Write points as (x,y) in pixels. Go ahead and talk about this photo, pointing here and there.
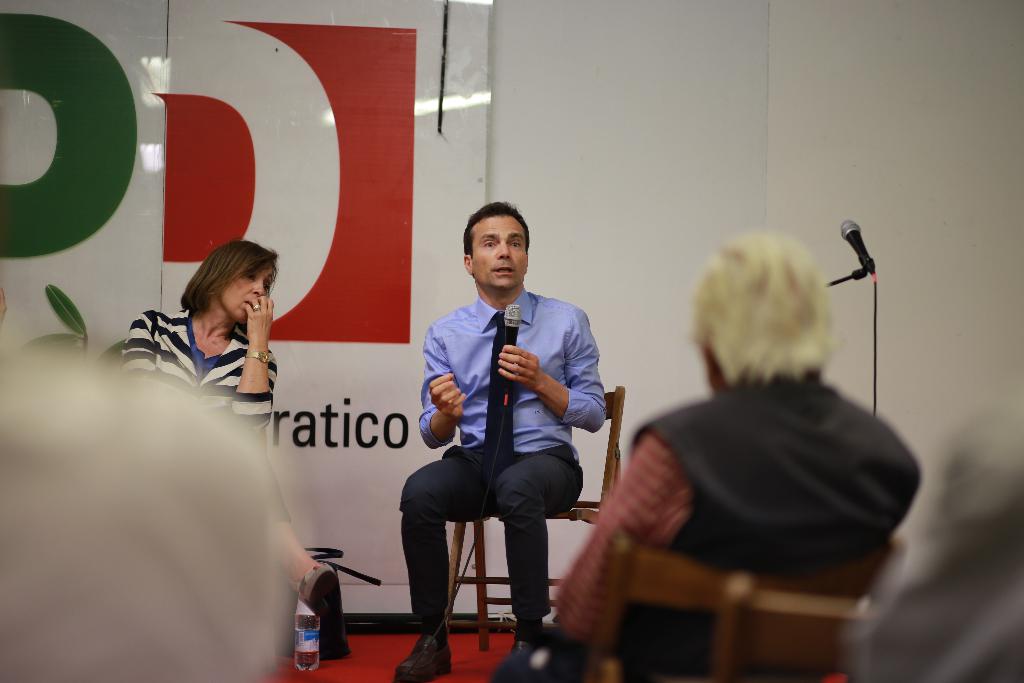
In the center of the image (442,411) we can see a man (482,442) sitting on the chair (488,579) and holding a mic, next to him there is a lady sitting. At the bottom (605,553) there are people (824,545) and we can see a mic (858,250) placed on the stand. In the background (642,138) there is a board (77,34) and a wall (755,155).
